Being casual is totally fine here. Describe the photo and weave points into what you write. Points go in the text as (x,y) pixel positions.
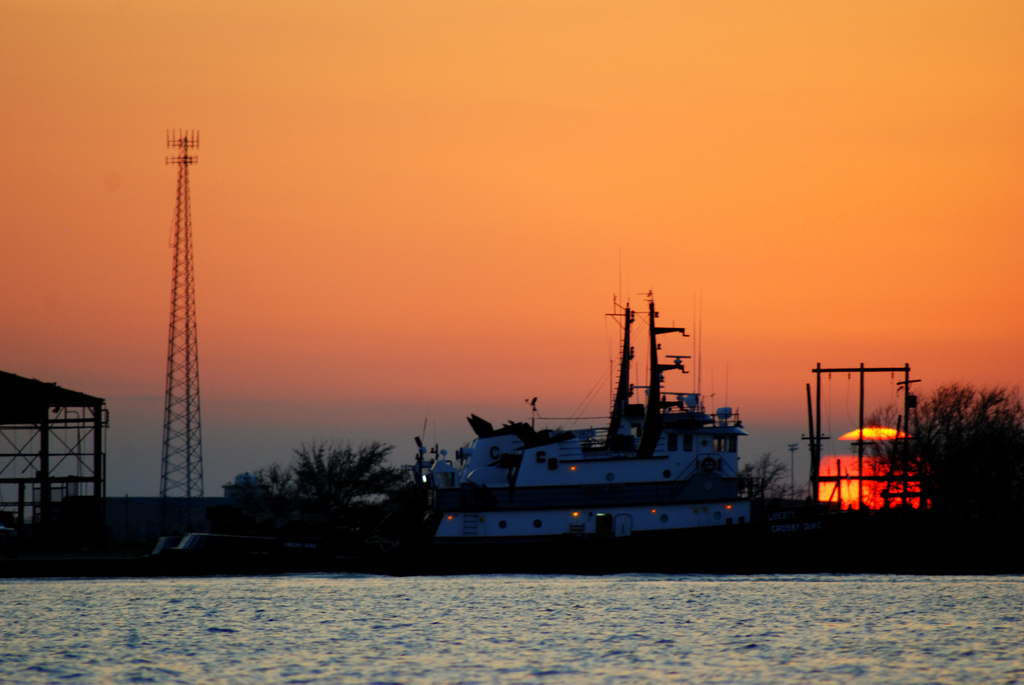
In this image in the center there is water (553,617) and in the background (610,527) is a ship (579,488), there are trees (888,438), there is a tower (182,351). On the left side (65,444) there is a shed (35,478).
